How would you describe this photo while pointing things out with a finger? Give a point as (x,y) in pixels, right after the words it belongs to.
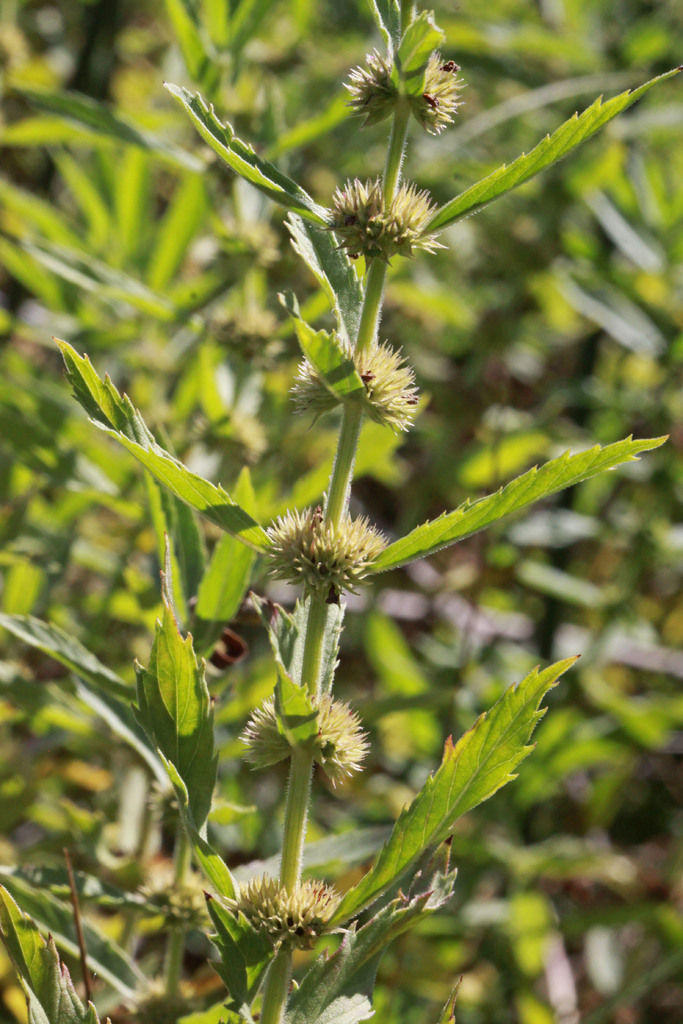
In the foreground of the picture (343,755) there is a plant (370,313). The background (262,433) is blurred. In the background (577,301) there is greenery (488,544).
